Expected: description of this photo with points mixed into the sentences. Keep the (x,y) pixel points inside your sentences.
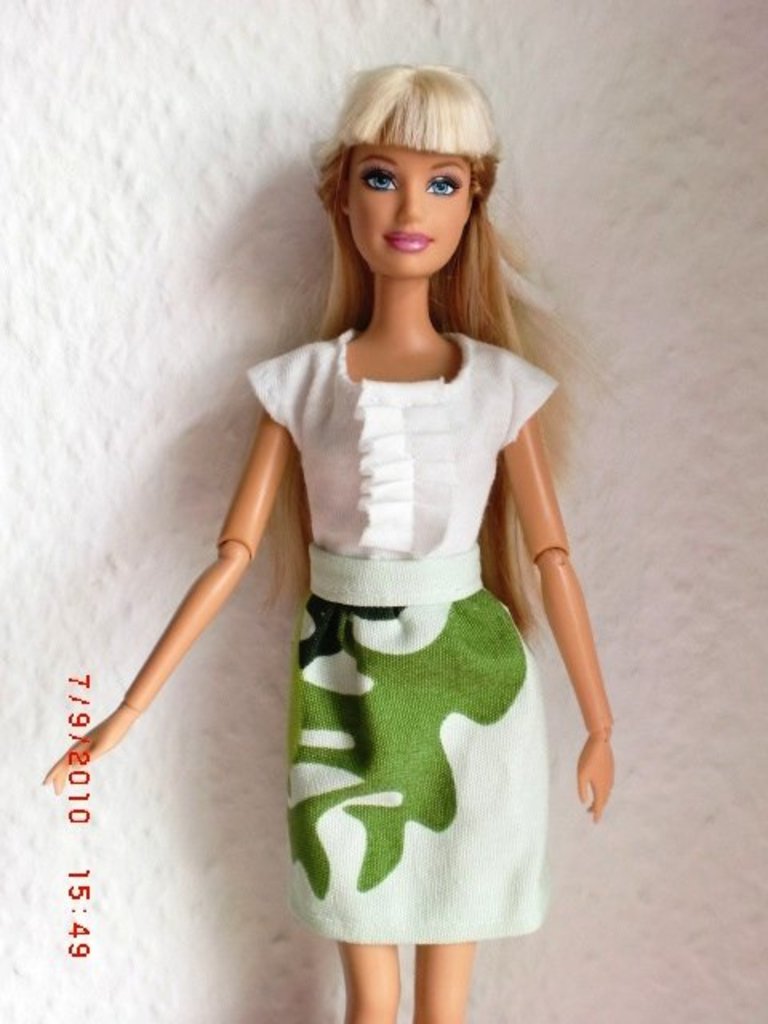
In the background (280,622) there is a wall (679,704). In the middle of the image (380,587) there is a doll (407,501) with a white and green colored dress (385,555).
